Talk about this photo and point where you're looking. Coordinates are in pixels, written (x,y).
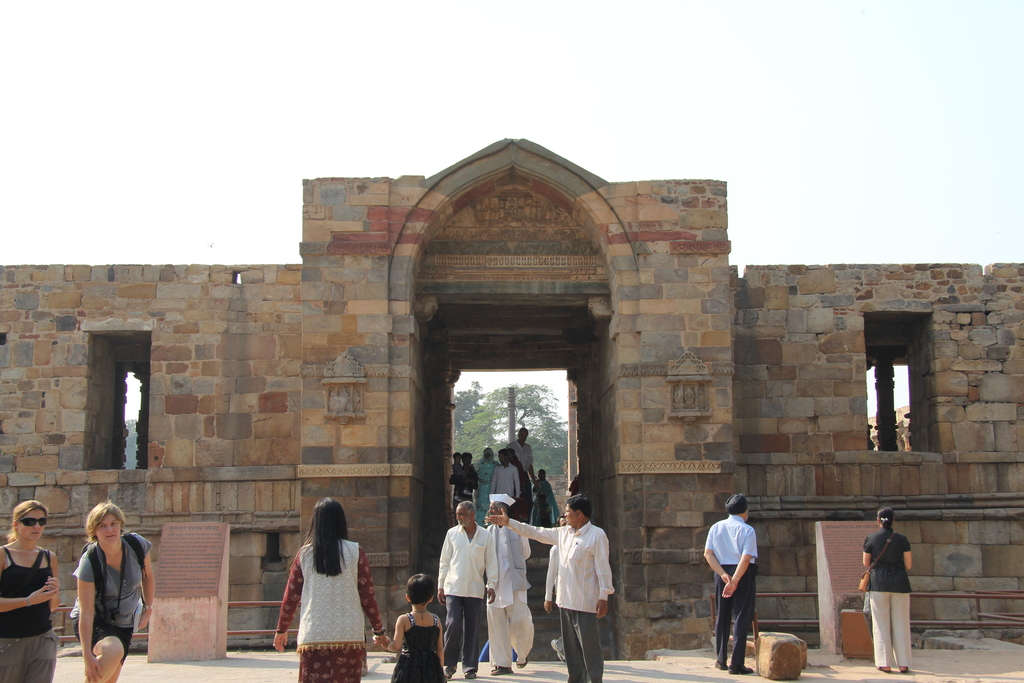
In this image we can see there is a building (660,510) and there are people (522,430) standing on the ground (842,670), in front of the building (809,637) we can see there are stones (787,643) and pillar (835,567) with text (212,570). Through the building (440,398) there are trees (504,419) and a pole (513,415). At the top (474,68) we can see the sky (706,85).
